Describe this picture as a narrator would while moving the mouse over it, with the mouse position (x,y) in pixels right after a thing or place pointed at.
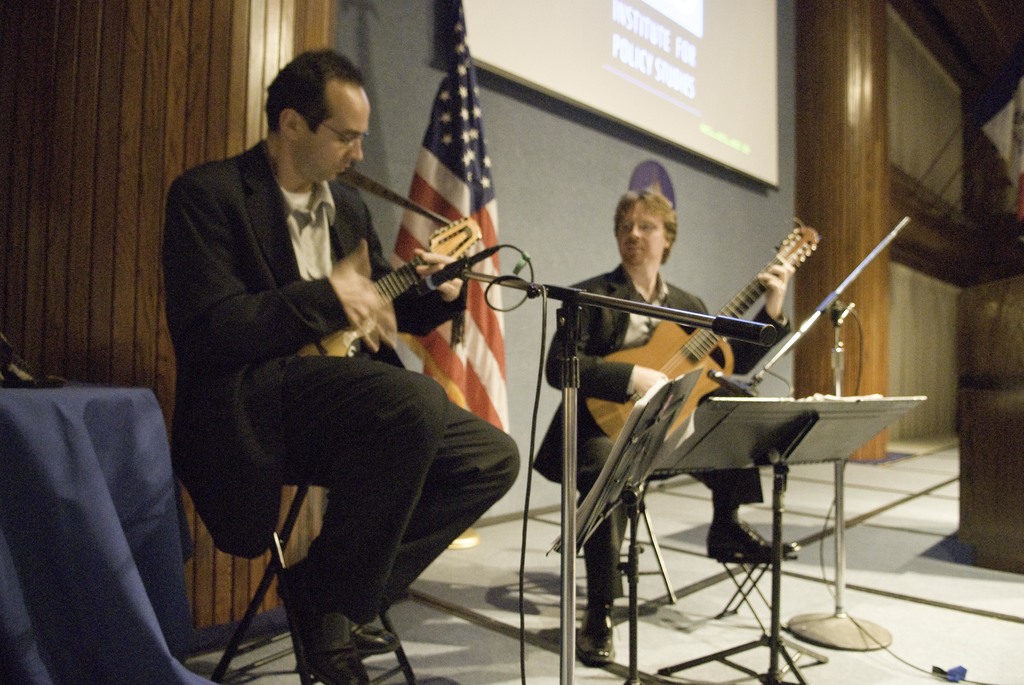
Here we can see two men (284,264) sitting on chairs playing guitars (614,355) with microphones (574,341) in front of them and musical notes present in front of them and behind them we can see a flag post (488,154), we can see projector screen (774,124) present.
